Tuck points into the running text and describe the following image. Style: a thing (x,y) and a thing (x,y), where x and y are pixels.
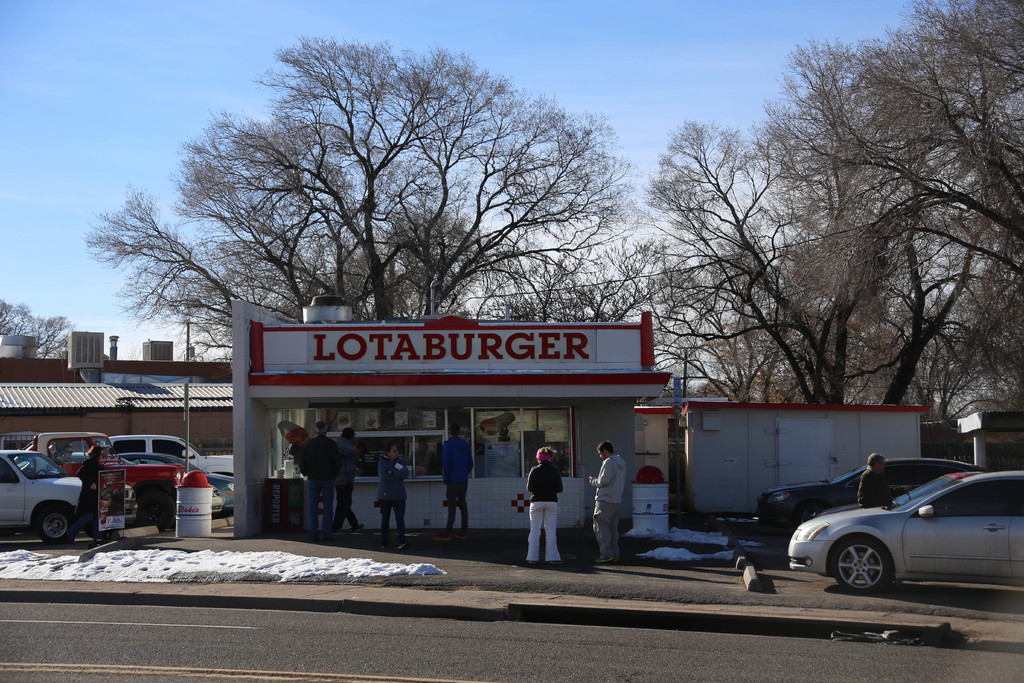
In this image I can see the road (162,641), the sidewalk (505,590), some snow (280,560) on the sidewalk (40,582), few persons (464,447) standing in front of the store (480,387), few vehicles (891,539), few buildings (206,427) and few trees (499,241). In the background (736,103) I can see the sky (103,111).
